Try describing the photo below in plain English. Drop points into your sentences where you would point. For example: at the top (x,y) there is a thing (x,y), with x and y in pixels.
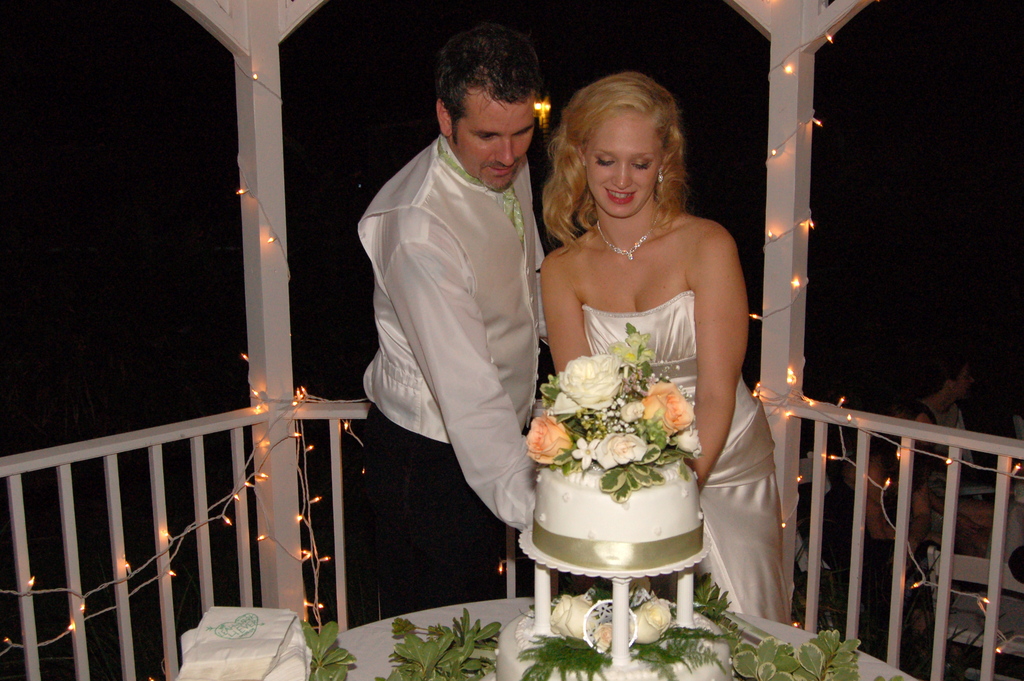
In this image we can see two persons (475,310). In front of the persons (502,473) we can see the leaves (456,653) and a cake (643,664) on the table (791,638). Behind the persons (465,474) we can see a wooden fencing (861,448) and poles (803,406). On the fencing (334,492) and poles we can see the lights (789,411). In the bottom right (926,515), there are few persons (876,526). The background of the image (16,172) is dark.
